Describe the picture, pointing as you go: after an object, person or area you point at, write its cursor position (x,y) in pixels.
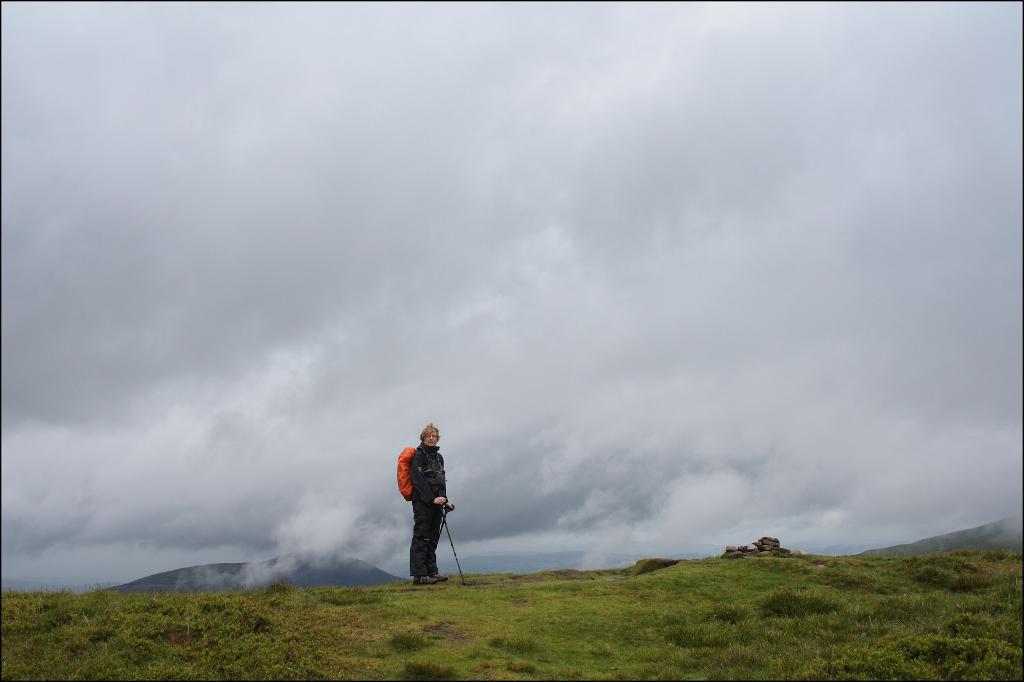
In this image we can see a person (434,478) is standing and holding a stick (451,537) in the hand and also carrying a bag (408,485) on the shoulders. We can see grass (916,565) and stones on the ground (916,565). In the background (294,561) we can see mountains (320,581) and clouds (558,479) in the sky (59,473).
